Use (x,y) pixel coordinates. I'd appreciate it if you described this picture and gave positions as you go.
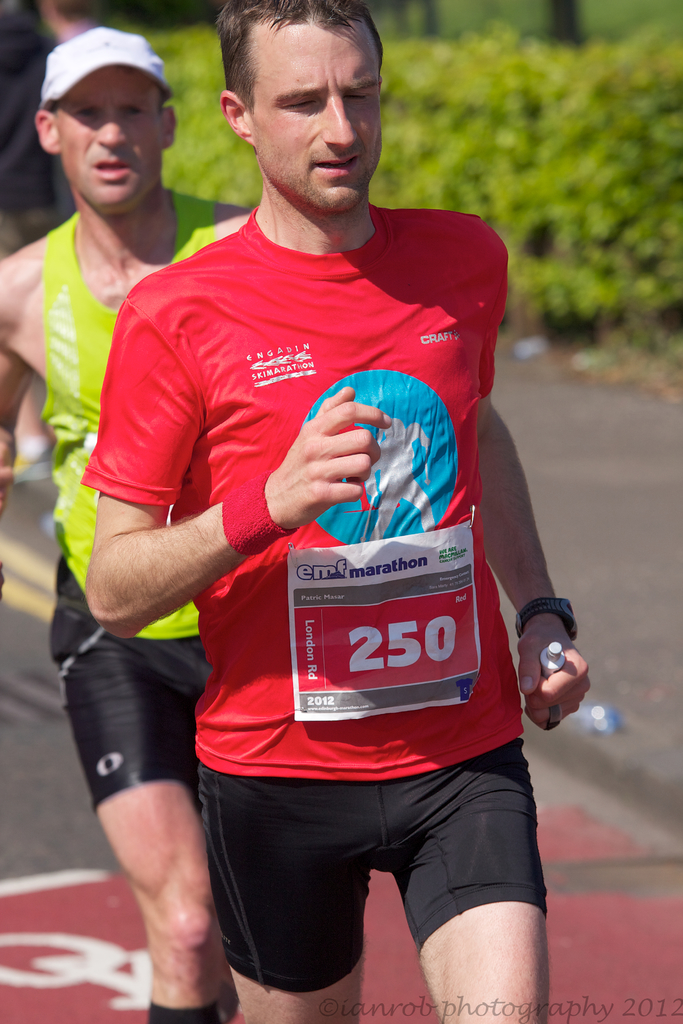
In this picture we can see a man (343,530) in the red t shirt (349,282) is running on the path (396,921) and behind the man (309,629) there is another person (135,799) is also running. Behind the people (232,303) there are plants (447,157) and on the image there is a watermark (544,1002).
